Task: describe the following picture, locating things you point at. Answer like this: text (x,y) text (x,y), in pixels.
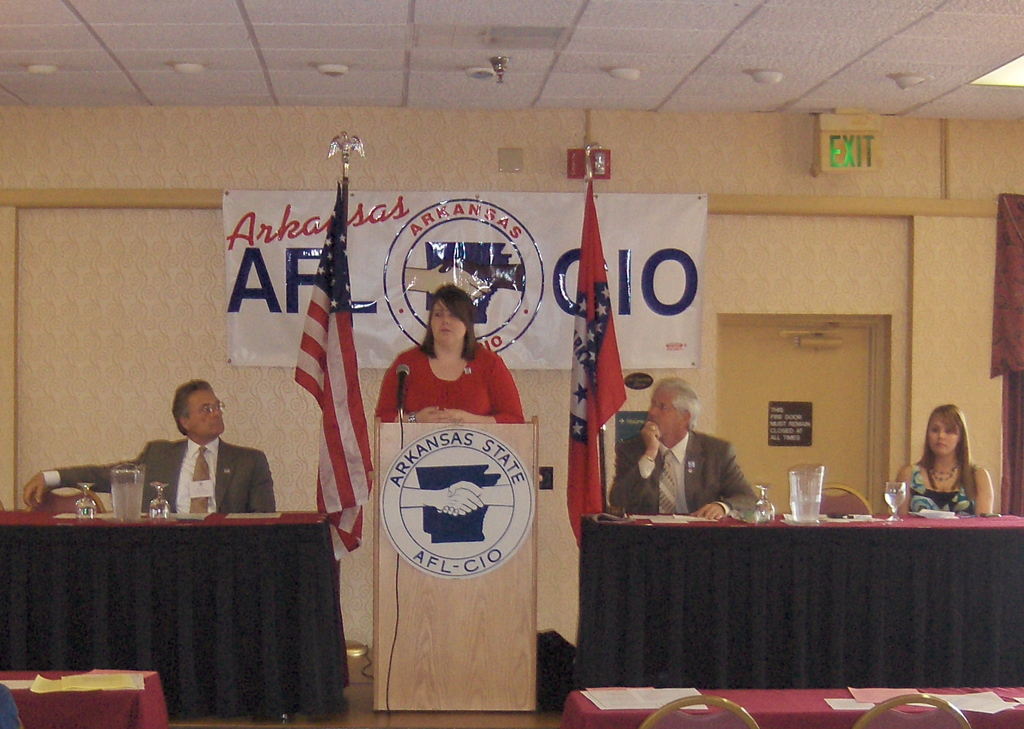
In the image we can see there are people (211,464) who are sitting on chair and there is a woman (452,351) who is standing in front of the podium (464,562) and on the either sides of the woman (440,341) there are flags (315,340) and at the back (440,243) there is a banner (427,222).
